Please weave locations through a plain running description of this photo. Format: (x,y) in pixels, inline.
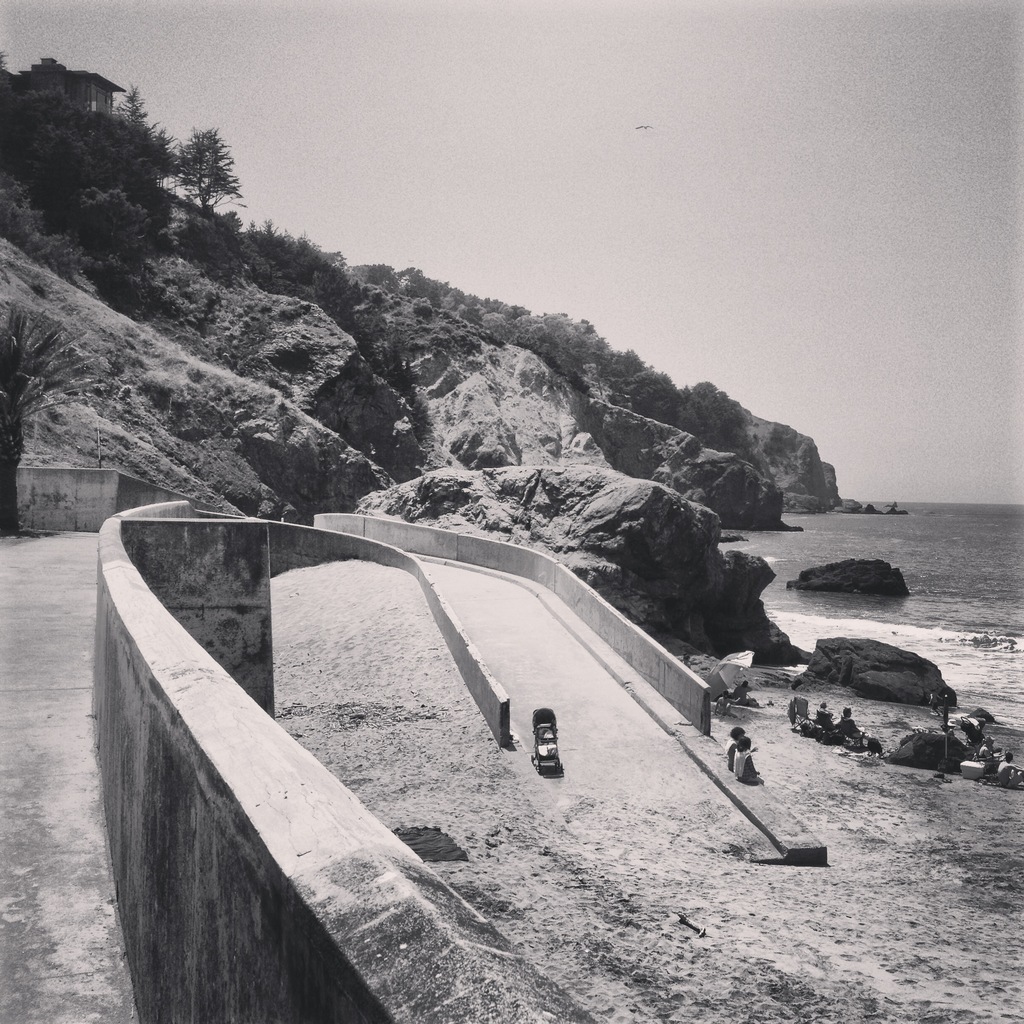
In this image, we can see water (968,680), mountains (236,339), trees (47,330) and a wall (159,502). On the right side (823,718), we can see some people (823,718) sitting.
